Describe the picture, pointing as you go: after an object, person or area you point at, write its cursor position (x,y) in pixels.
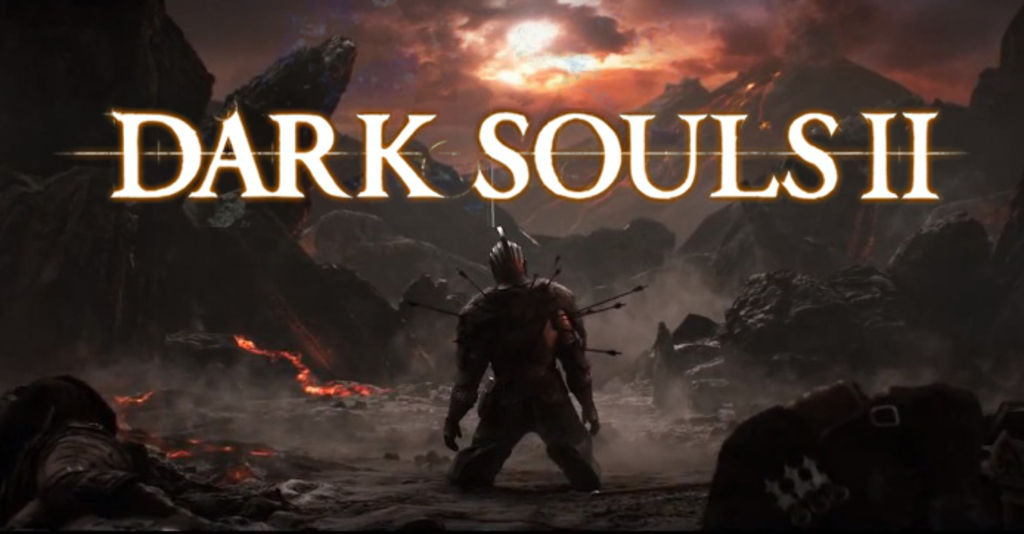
In the center of the image (458,344) we can see one poster (409,314). On the poster (639,274), we can see one person (555,400) wearing some objects (555,340) and we can see a few arrows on him. In the background (437,281), we can see the sky (519,73), clouds (519,73), hills (774,63), lava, few people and a few other objects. And we can see some text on the poster (571,210).
